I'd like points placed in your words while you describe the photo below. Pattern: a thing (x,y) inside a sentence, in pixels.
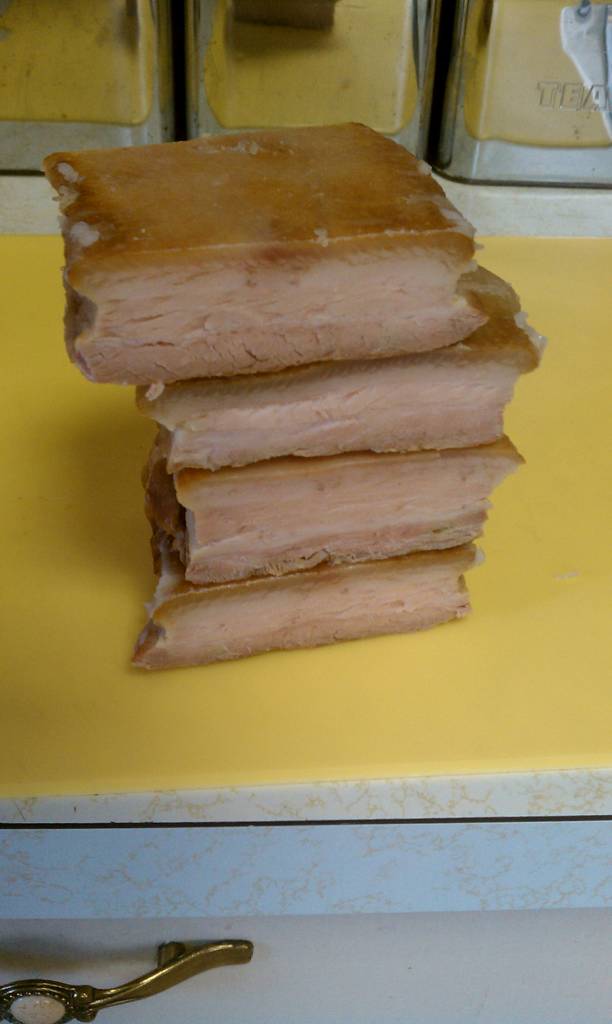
In the center of the image (359,347) we can see meat slices (303,378) placed on the table (334,720).
